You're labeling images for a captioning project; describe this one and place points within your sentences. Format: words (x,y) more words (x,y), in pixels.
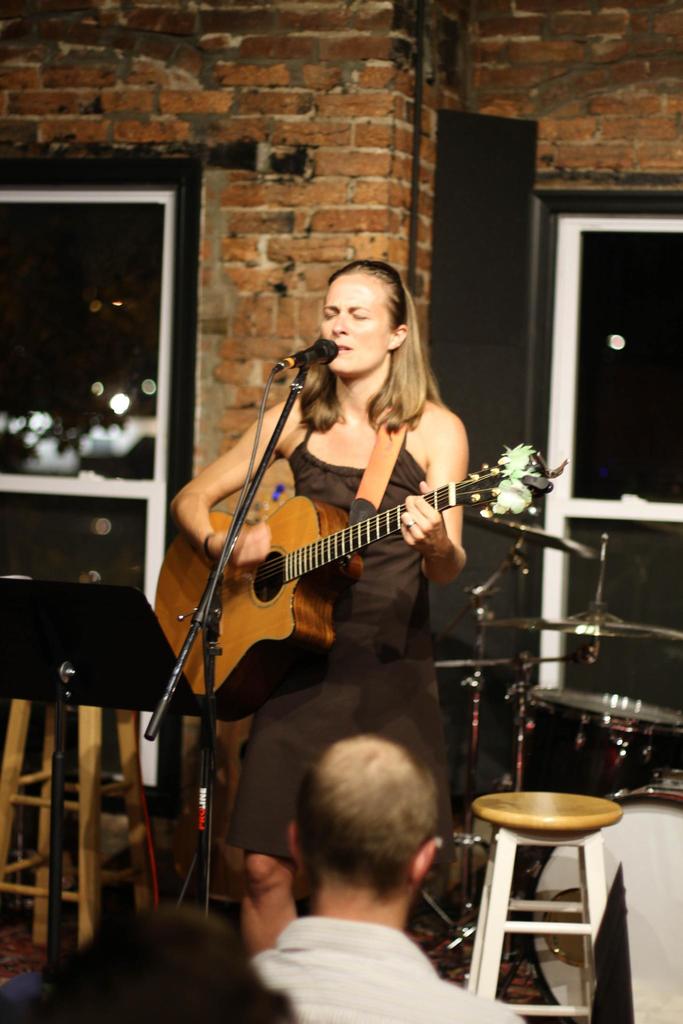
In the middle of the image (234,454) a woman (327,737) is standing and playing guitar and singing on the microphone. Bottom left side of the image (62,1023) two persons (141,998) are standing and watching. Bottom right side of the image (594,856) there is a chair (597,830) and drums (601,636). At the top of the image (474,23) there is a wall (601,146) and there are two glass windows (646,245).
